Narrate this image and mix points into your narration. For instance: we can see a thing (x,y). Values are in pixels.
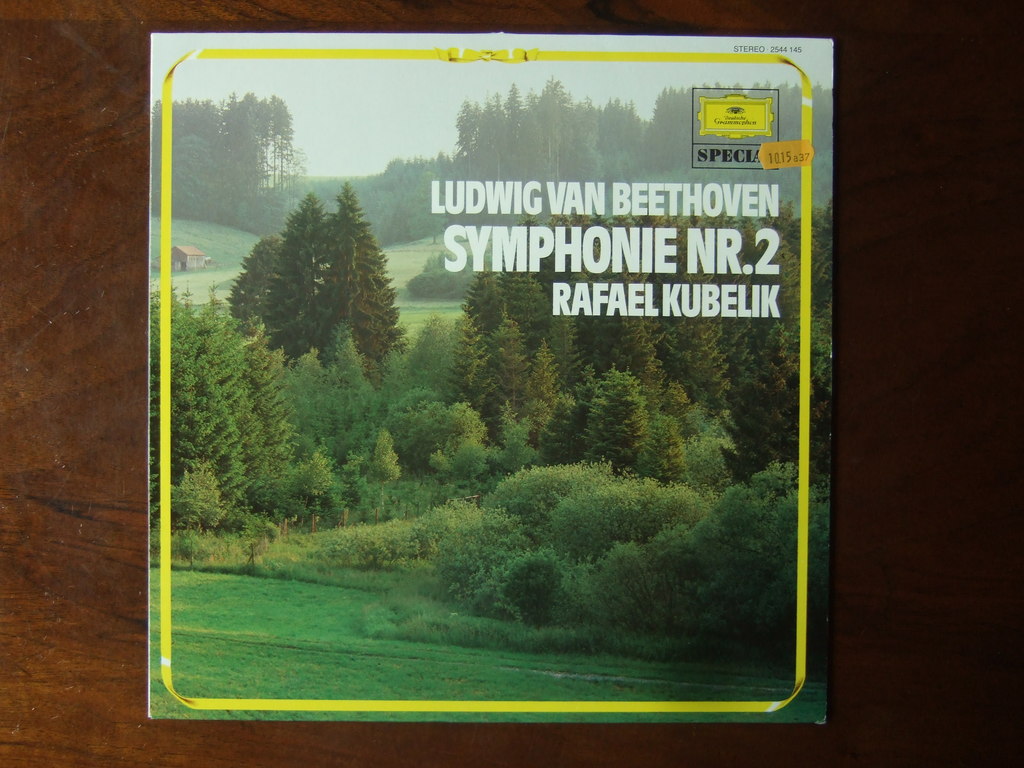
In this picture, we see an image of trees (220,338). At the bottom of the image (264,596), we see grass (456,615). There are trees (461,361) in the background (296,244). On the left side of the image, we see a hut (185,261). In the background (111,134), it is brown in color.
